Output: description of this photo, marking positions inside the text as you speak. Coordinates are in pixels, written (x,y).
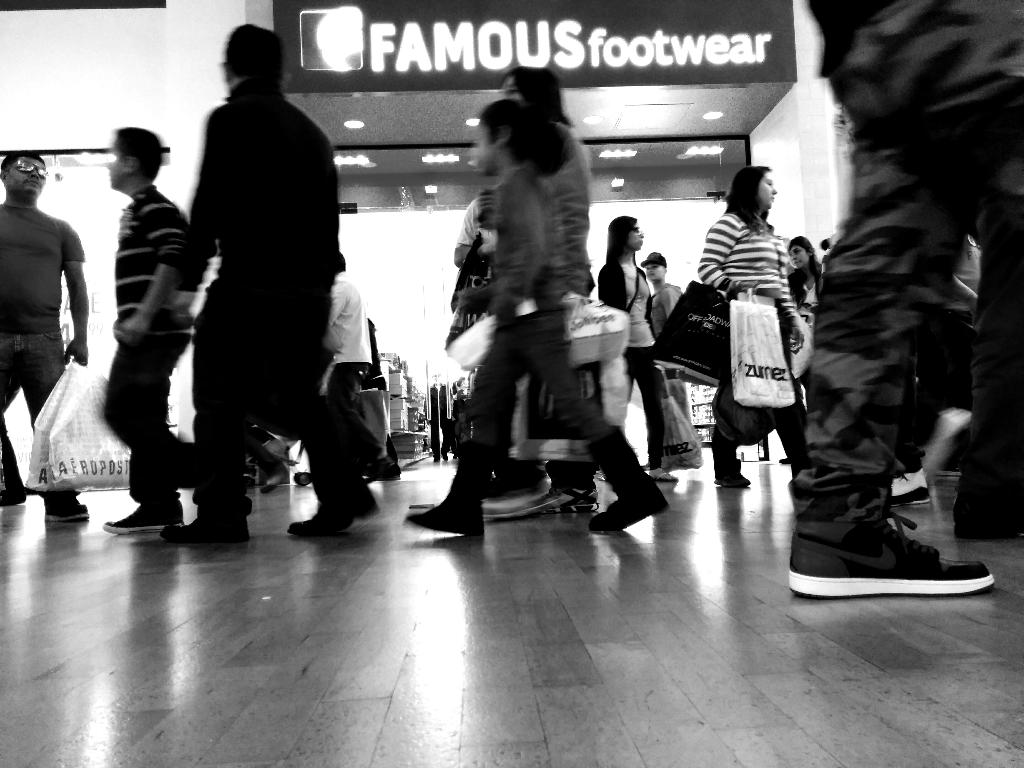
This picture seems to be clicked inside the hall (121,42). In the center (349,318) we can see the group of people (579,292) holding some objects (734,332) and seems to be walking on the ground (78,609). In the background (405,31) we can see the text (382,42), ceiling lights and many other objects (429,374) and we can see the cabinets (694,404) containing some items (692,408).
